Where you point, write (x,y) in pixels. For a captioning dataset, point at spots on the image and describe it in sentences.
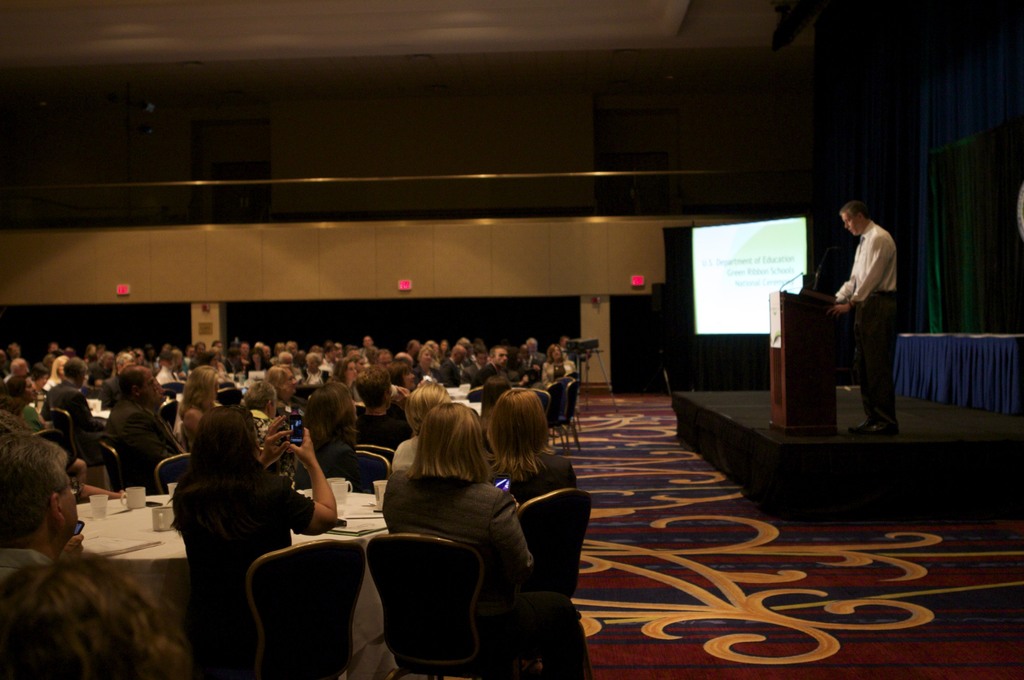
In this picture I can see a group of the people (273,429) are sitting on chairs (272,572) in front of tables (143,512). On the tables (127,509) I can see some objects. On the right side (863,320) I can see a man (869,374) is standing in front of a podium (797,348) which has a microphone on it. Here I can see a wall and a projector screen (699,275) in the background (482,266).
